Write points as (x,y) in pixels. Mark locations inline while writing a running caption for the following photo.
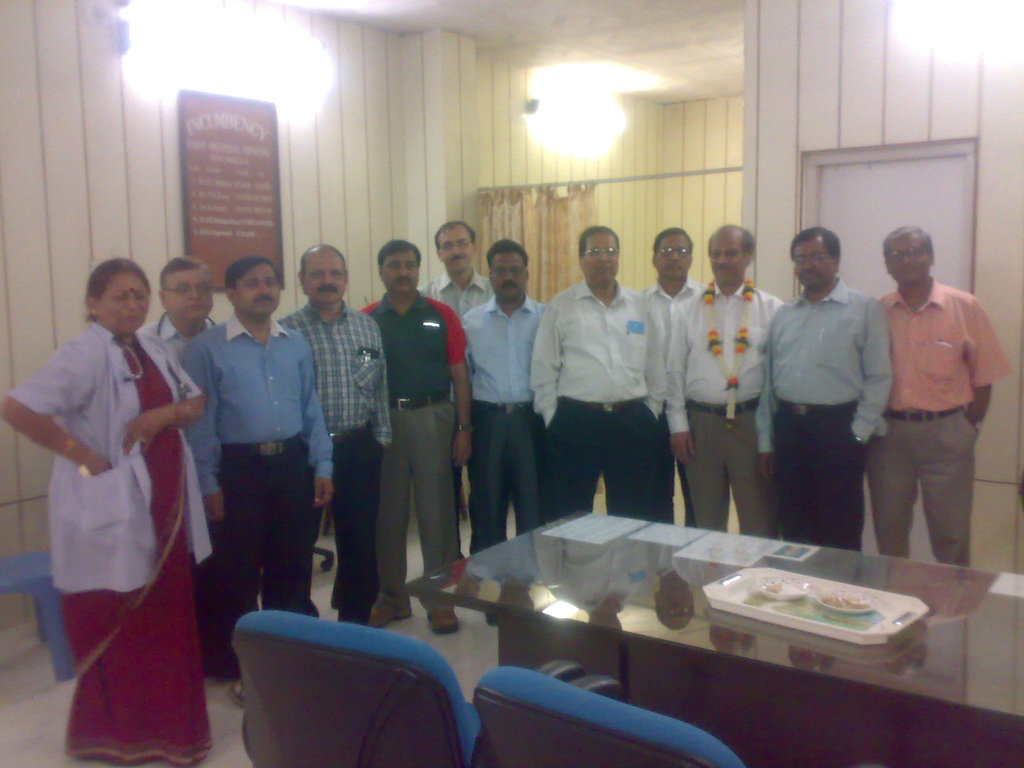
Few persons (548,417) are standing. There is a table (616,618), chairs (259,699). On the table (753,639) we can see tray (879,633), food (829,601). On the background (355,187) we can see wall (319,175), board (246,173), lights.
